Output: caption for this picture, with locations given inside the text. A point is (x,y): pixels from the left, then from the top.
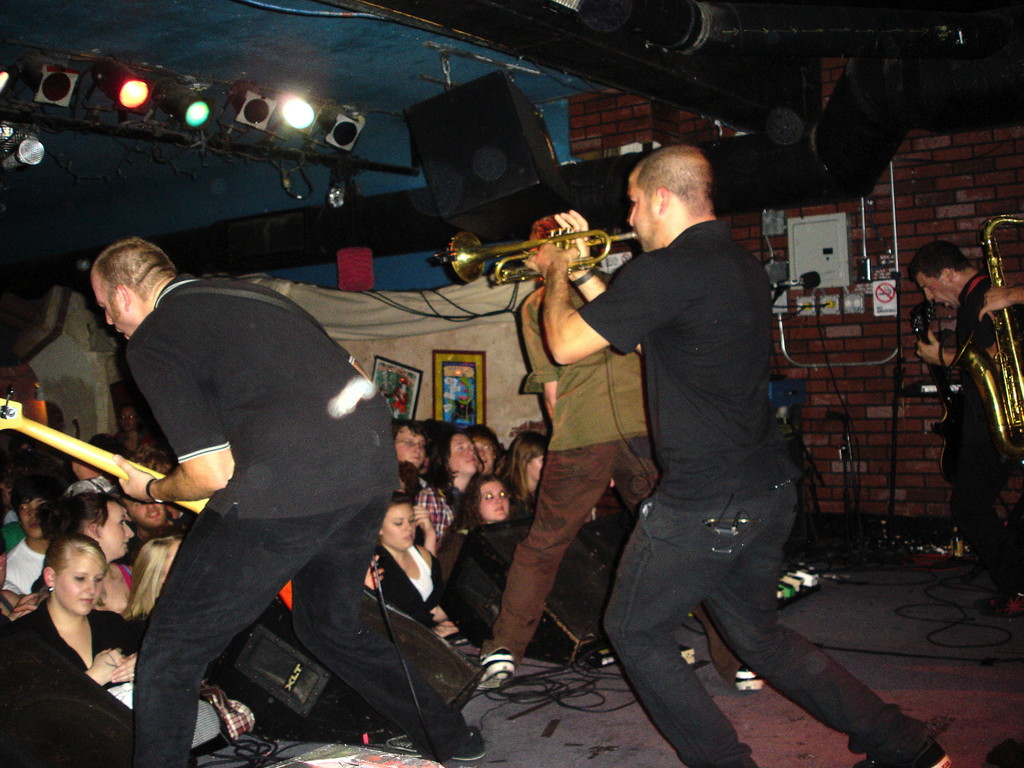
In this image we can see, there are people (193,629) playing with a different musical instrument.
